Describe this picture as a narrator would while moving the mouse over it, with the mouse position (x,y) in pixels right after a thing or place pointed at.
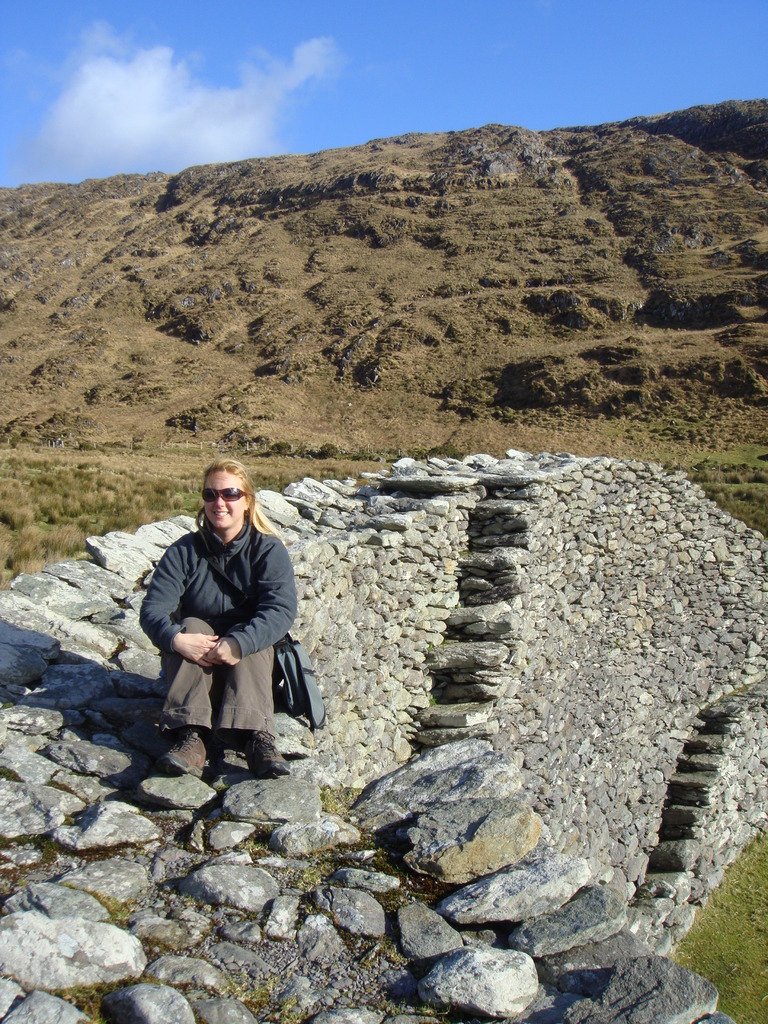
In this image, we can see a person (293,588) wearing a bag (303,705) and sitting on the rock wall (493,533). There is hill (419,347) in the middle of the image (393,356). There is a sky (330,91) at the top of the image (344,129).
